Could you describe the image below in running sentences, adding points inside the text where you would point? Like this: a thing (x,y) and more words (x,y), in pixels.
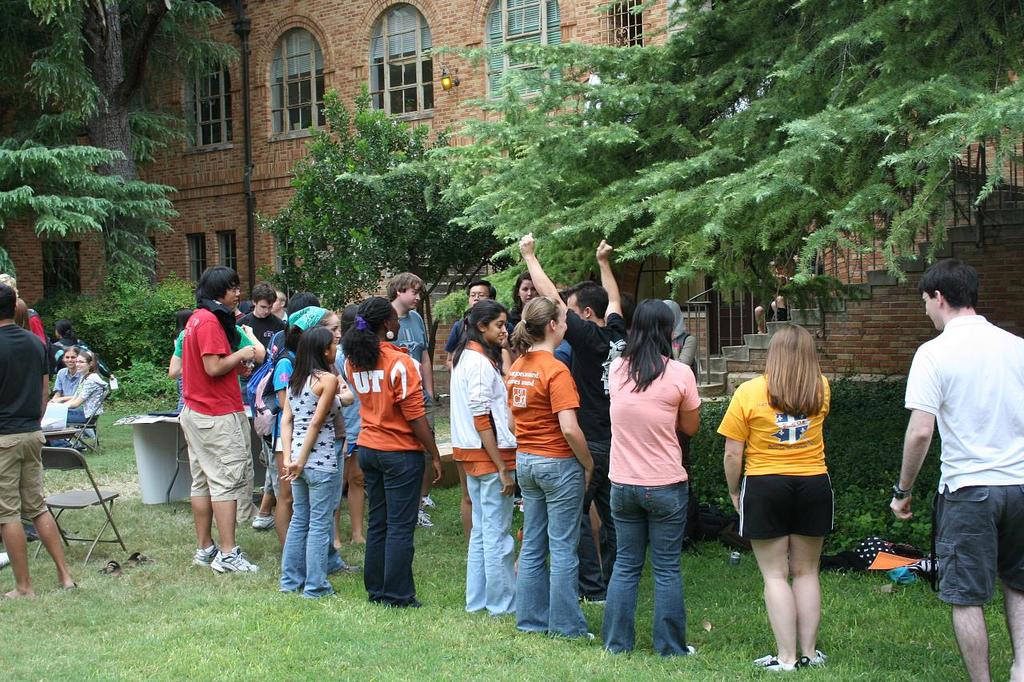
In this image people (511,462) are standing on the surface of the grass (441,602) and at the left side of the image (89,403) there are chairs (61,495) and two people (86,386) are sitting on the chairs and at the back side (271,79) there is a building (241,175). We can also see trees (105,176) at the back side (668,137).
